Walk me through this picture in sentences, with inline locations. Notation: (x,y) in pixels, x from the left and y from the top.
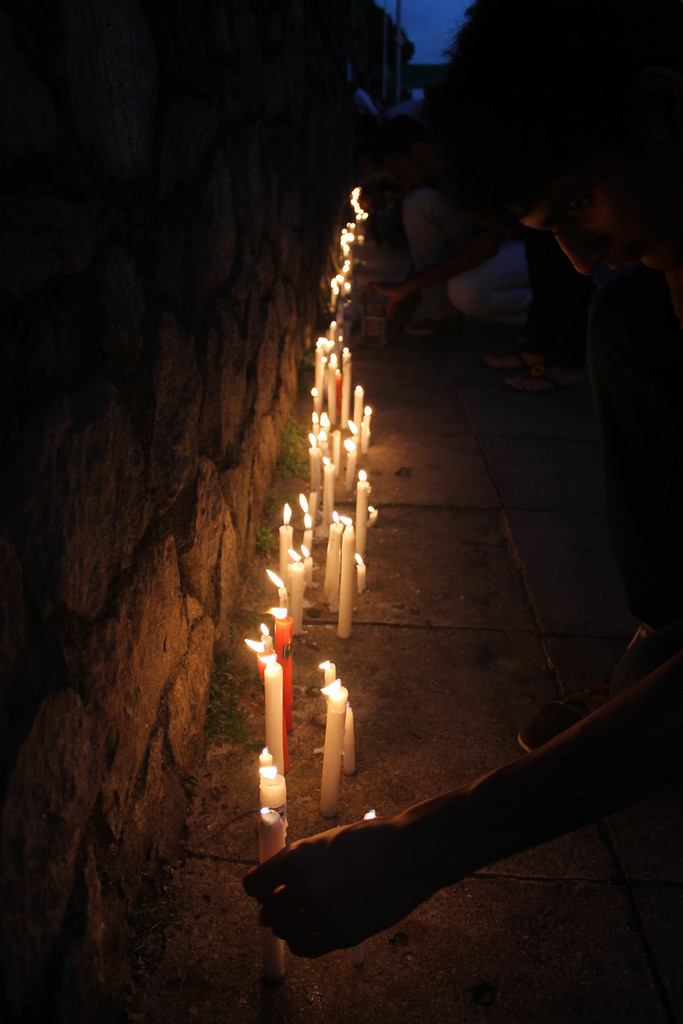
In this image there are candles (340,634) on the ground (373,665). To the left (180,475) there is a wall (215,546). To the right (602,163) there is a person (550,814). The image is dark.
